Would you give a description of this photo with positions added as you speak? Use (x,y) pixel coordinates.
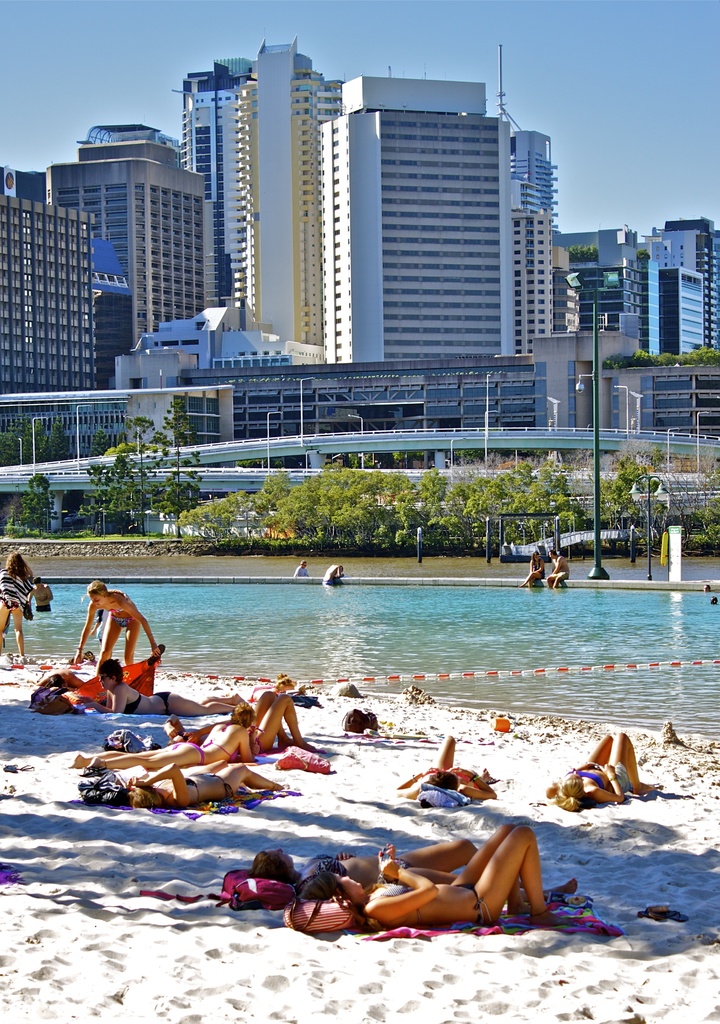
In this image I can see the sand (314,990), number of people (411,891) lying on the sand (318,788), few persons (37,576) standing, the water (398,642), a bridge (585,534) and few trees (453,524). In the background (57,486) I can see few bridges (309,466), few buildings (272,430), few poles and the sky (552,132).
